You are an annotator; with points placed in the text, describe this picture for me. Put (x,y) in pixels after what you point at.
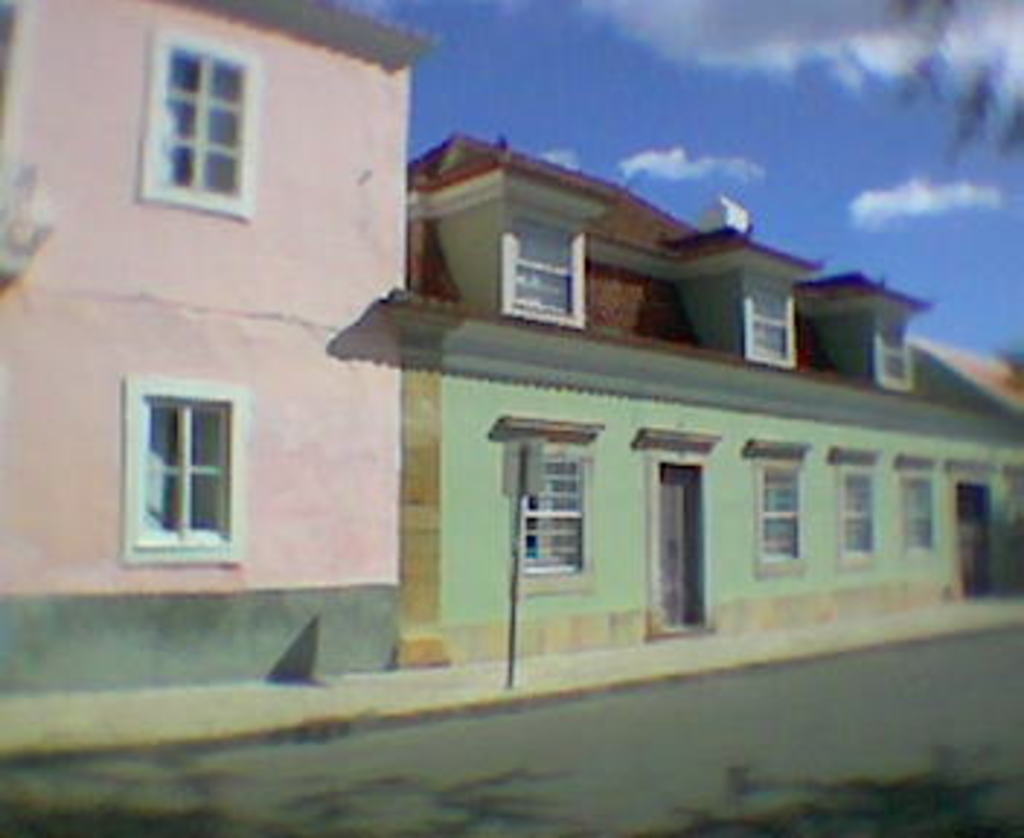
In this image we can see house (473,480) with windows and doors (684,557). At the bottom of the image (661,718) there is road (829,711). At the top of the image (744,60) there is sky (702,66) and clouds (820,42).
